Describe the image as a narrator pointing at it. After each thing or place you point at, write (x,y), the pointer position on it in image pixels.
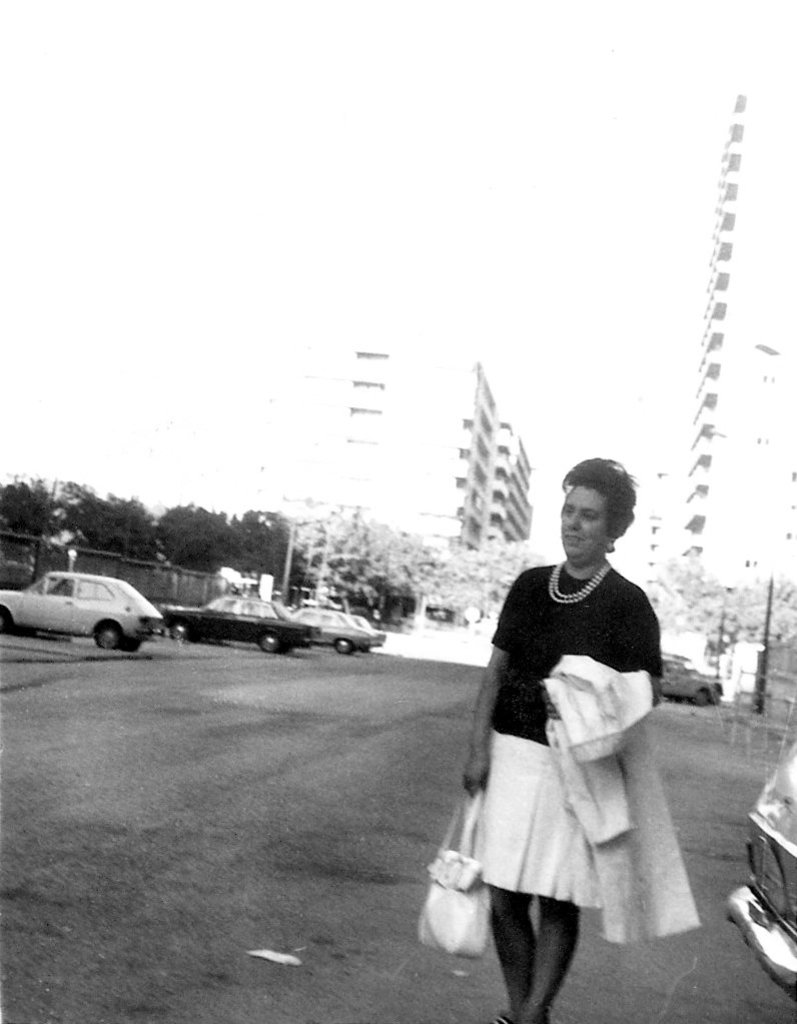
In this picture there is a lady (617,499) on the right side of the image (569,583), by holding a bag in her hand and there are buildings (749,448), trees (54,500), cars (100,577), and poles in the background area of the image (360,466).
